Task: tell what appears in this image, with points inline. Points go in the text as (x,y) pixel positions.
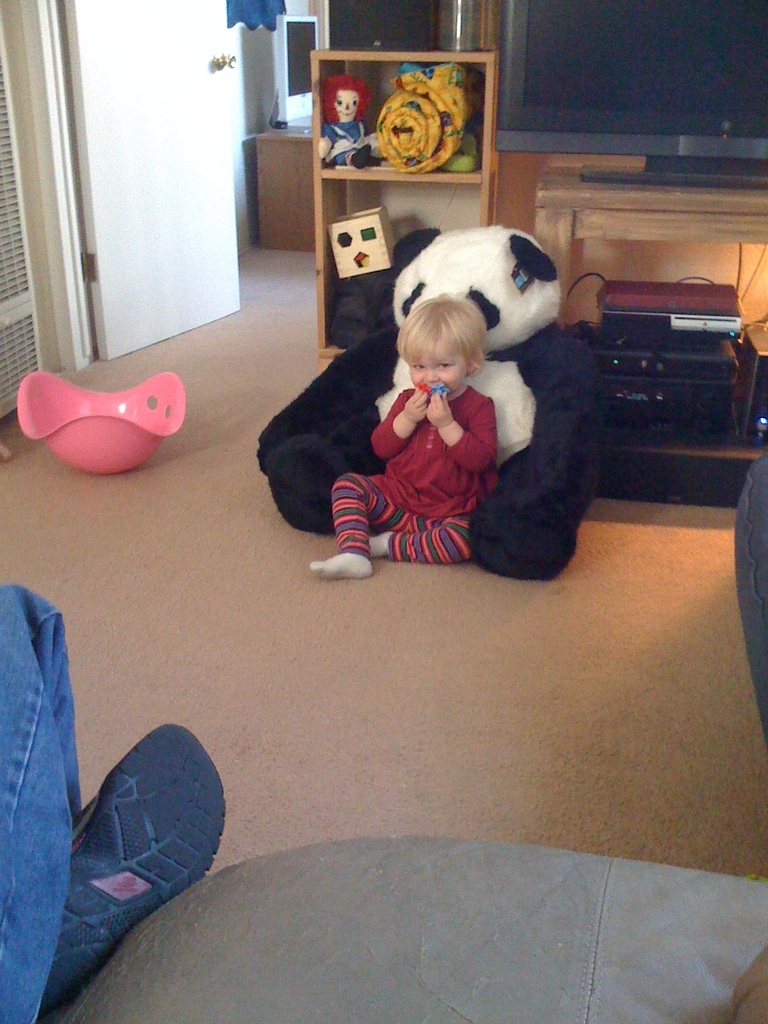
In the middle of this image (449,475), there is a child (465,348) in red color t-shirt (416,451), sitting on the floor (508,796). Behind this child (460,518), there is a doll (505,483) on the floor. On the left side (19,663), there is a person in a jean pant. In the background (440,107), there are toys (361,124) arranged on the shelves (391,250), there is a pink color bowl (100,409), a television (723,0) on a wooden table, there is a door (172,29), a screen (311,80) and there are other objects (655,320).
